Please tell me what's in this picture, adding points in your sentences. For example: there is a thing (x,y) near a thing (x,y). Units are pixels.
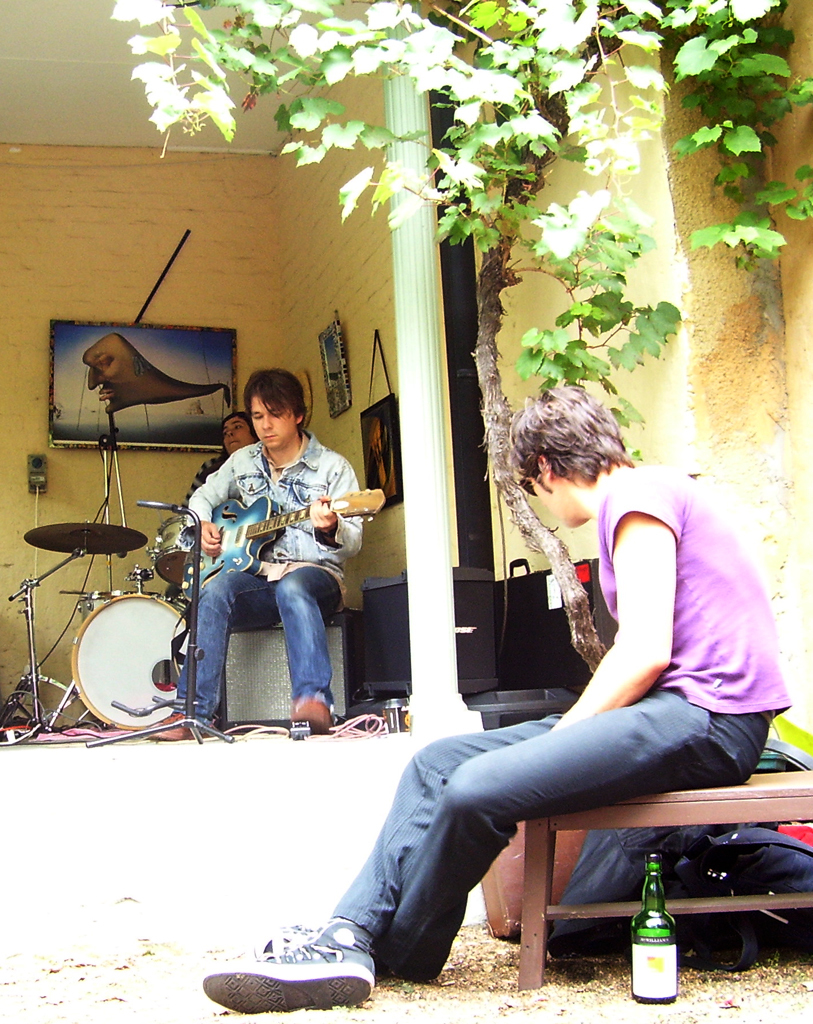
In this picture, In the right side (554,779) there is a boy (611,552) sitting on the brown color table (561,821), There is a wine bottle (655,956) which is in green color, In the background (302,655) there is a man (289,557) sitting and holding a music instrument (252,524) and there are some music instruments (84,545), There is a green color plant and in the background (36,642) there is a yellow color wall (130,276) on that wall (215,254) there is a picture (77,420) which is in black color.
